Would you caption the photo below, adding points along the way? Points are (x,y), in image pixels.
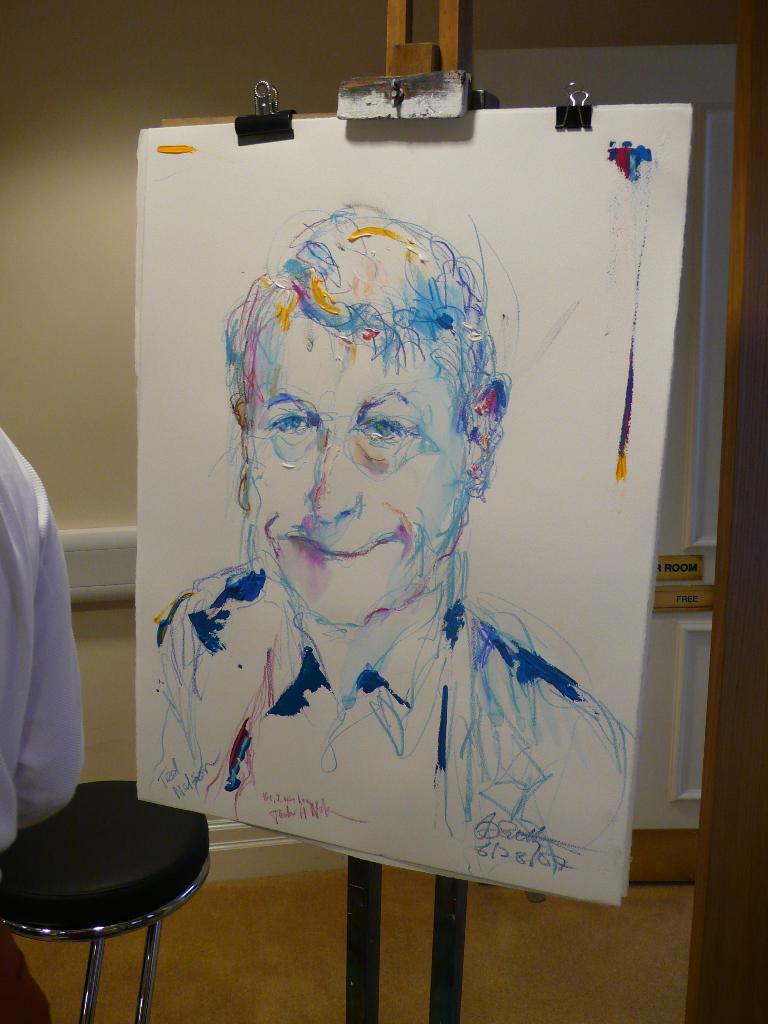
In this image I can see the painting (367,581) of the person (299,357) on the white color paper (333,299). I can see the paper (433,368) is attached to the stand (376,877). In-front of the paper (469,802) I can see the stool (181,855) and the person (12,795). In the background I can see the door (681,74) and the wall (102,138).
